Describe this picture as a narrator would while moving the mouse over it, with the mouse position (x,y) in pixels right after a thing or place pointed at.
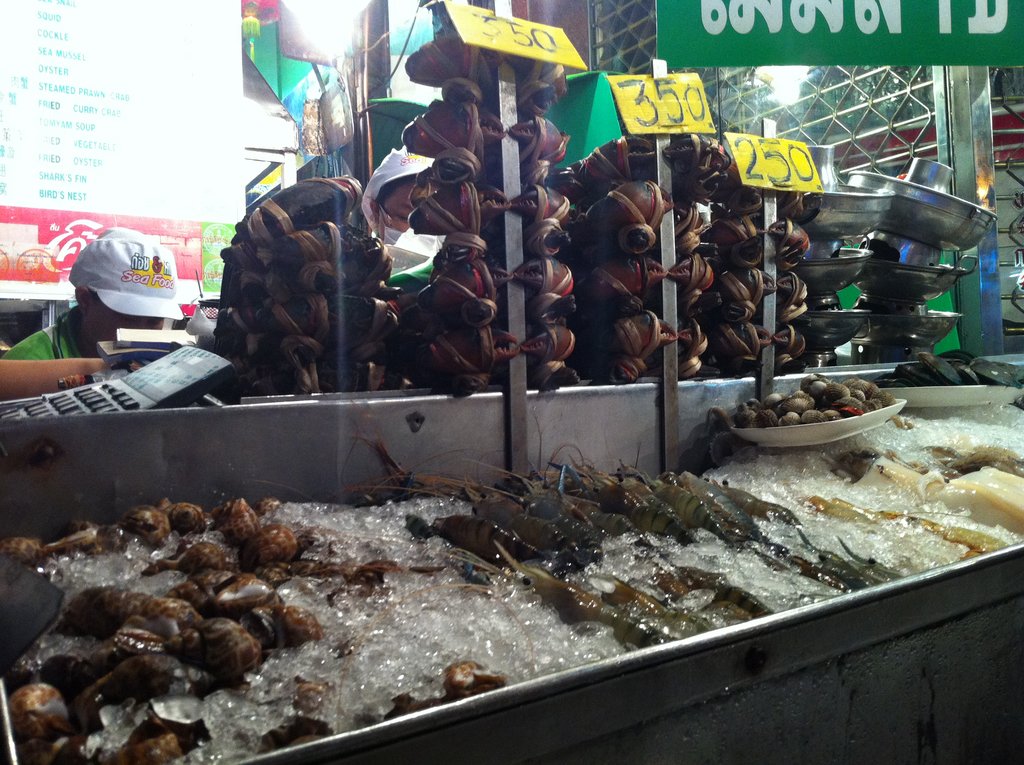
In this picture there is a shop (557,524) with many hanging crabs (478,384). In the front (418,667) there is big steel vessel (802,645) filled with prawns (414,521), sea snails (222,635) and ice (376,521). Behind there is a man (69,368) sitting on the counter (193,370). In the background (100,106) we can see the girl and a menu board (125,113).
